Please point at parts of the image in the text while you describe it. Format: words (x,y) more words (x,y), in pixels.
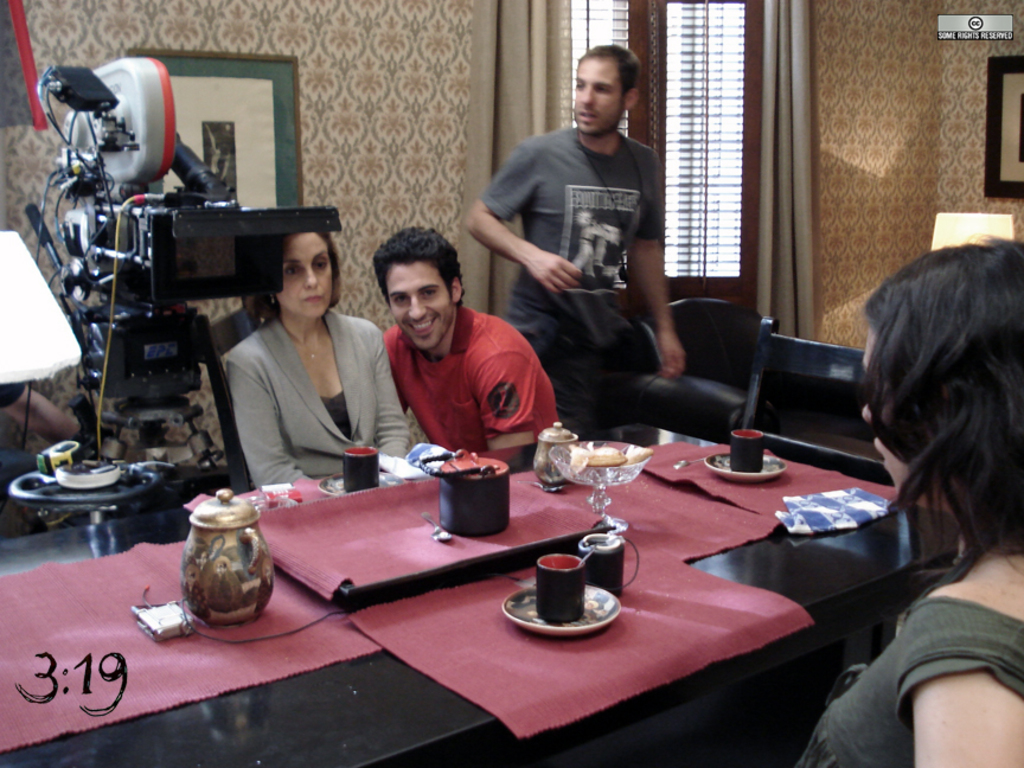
This picture shows a machine (136,277) here. Beside the machines (156,398) there are three members (333,363). In front of them there is a woman (984,566) sitting here. There is a table (366,652) in the middle (662,493). On the table (691,569) there are some clothes (574,657), cups (563,615), plates (584,600) and some bowls (608,473) here. In the background (374,71) there is a wall (399,68), window (670,81) and a curtain (783,211) here.
